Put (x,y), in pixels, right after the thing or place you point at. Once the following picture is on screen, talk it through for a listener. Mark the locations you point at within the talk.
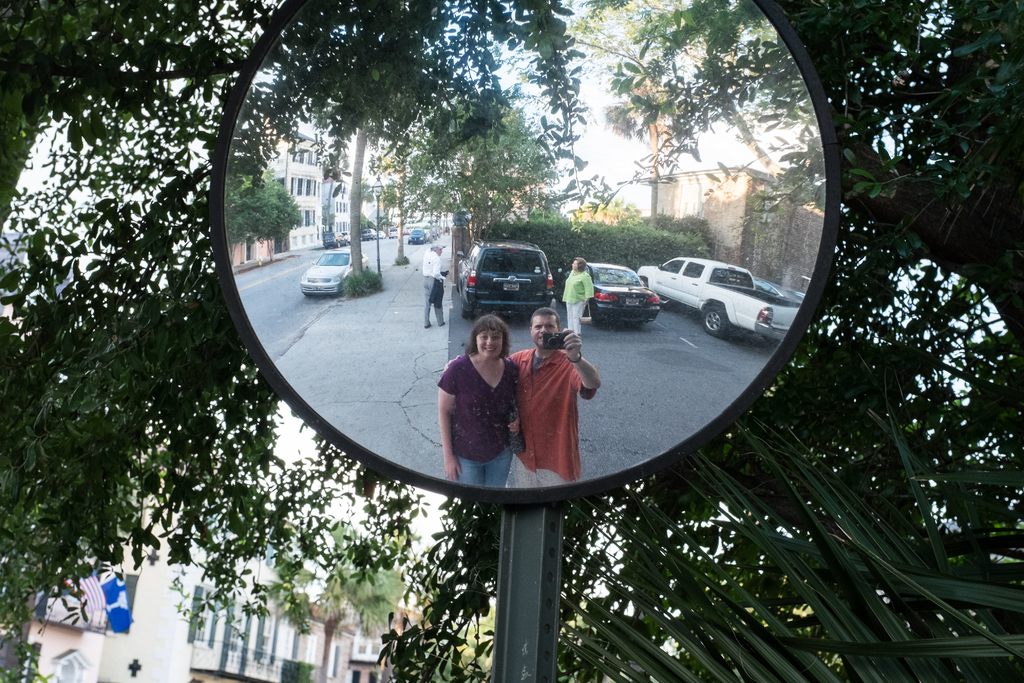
In the middle of the image (438,283) we can see a mirror (654,342), in the mirror reflection (616,243) we can find few vehicles (653,286), poles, buildings (284,179) and group of people (477,323), in the background (99,431) we can see few trees (594,612).
